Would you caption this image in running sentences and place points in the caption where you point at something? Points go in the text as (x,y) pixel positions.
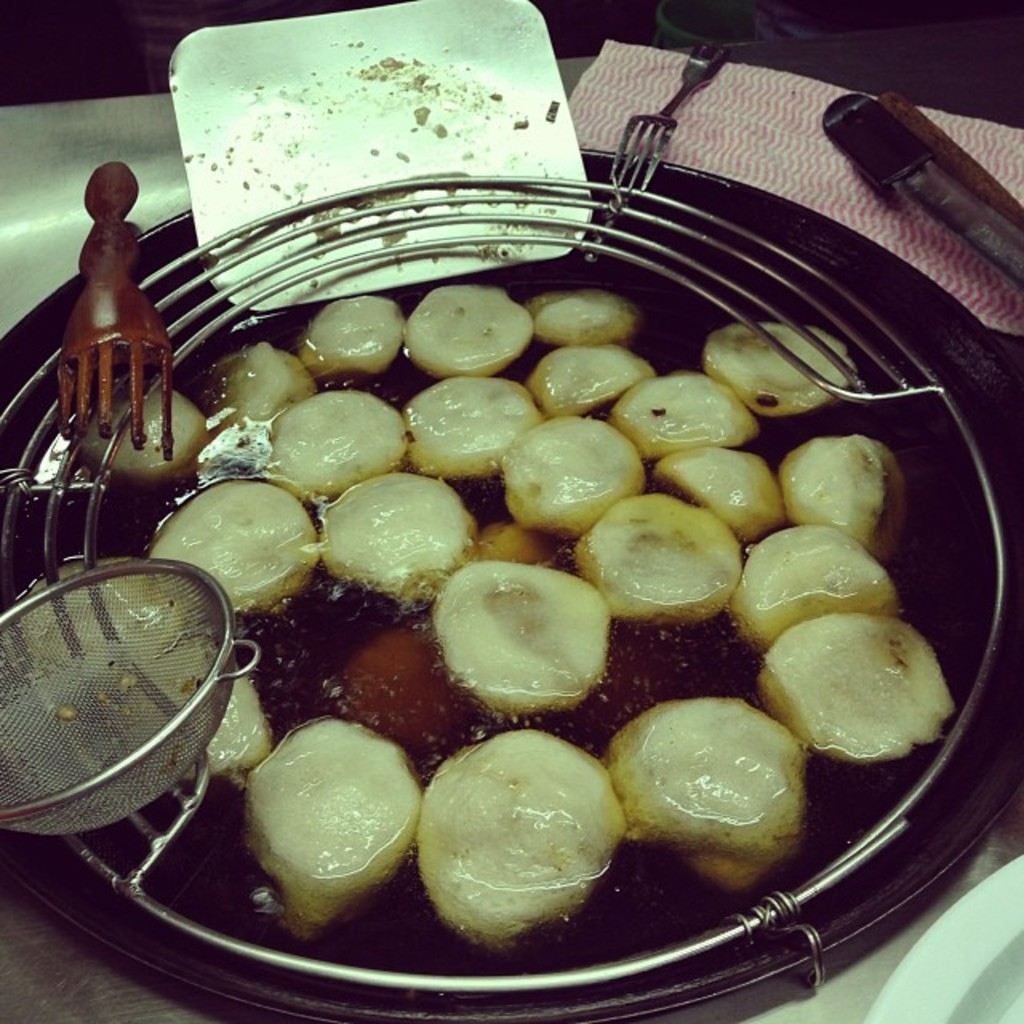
In this picture there is food (834,337) in the bowl (884,308). There is a bowl (904,299), fork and there is a strainer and there are objects (888,134) and there might be tissue (798,157) on the table (156,147).
